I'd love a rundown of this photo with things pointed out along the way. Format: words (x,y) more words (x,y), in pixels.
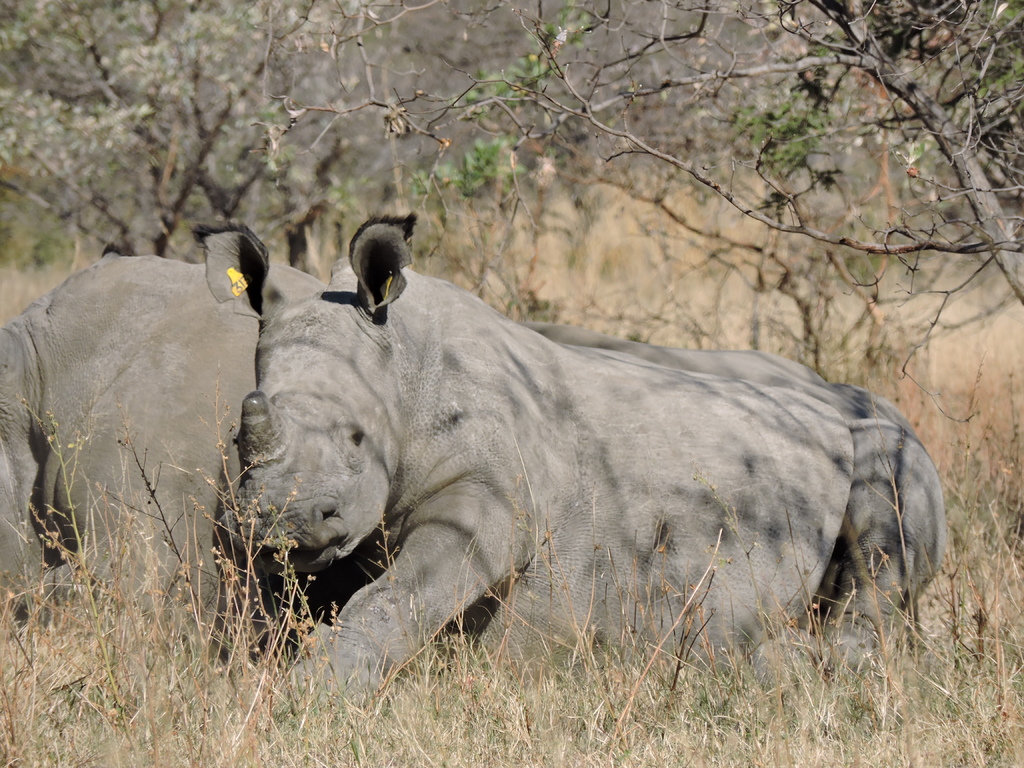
There are animals (668,475) on the ground (699,756). Here we can see grass (268,754). In the background (564,16) there are trees (736,196).
